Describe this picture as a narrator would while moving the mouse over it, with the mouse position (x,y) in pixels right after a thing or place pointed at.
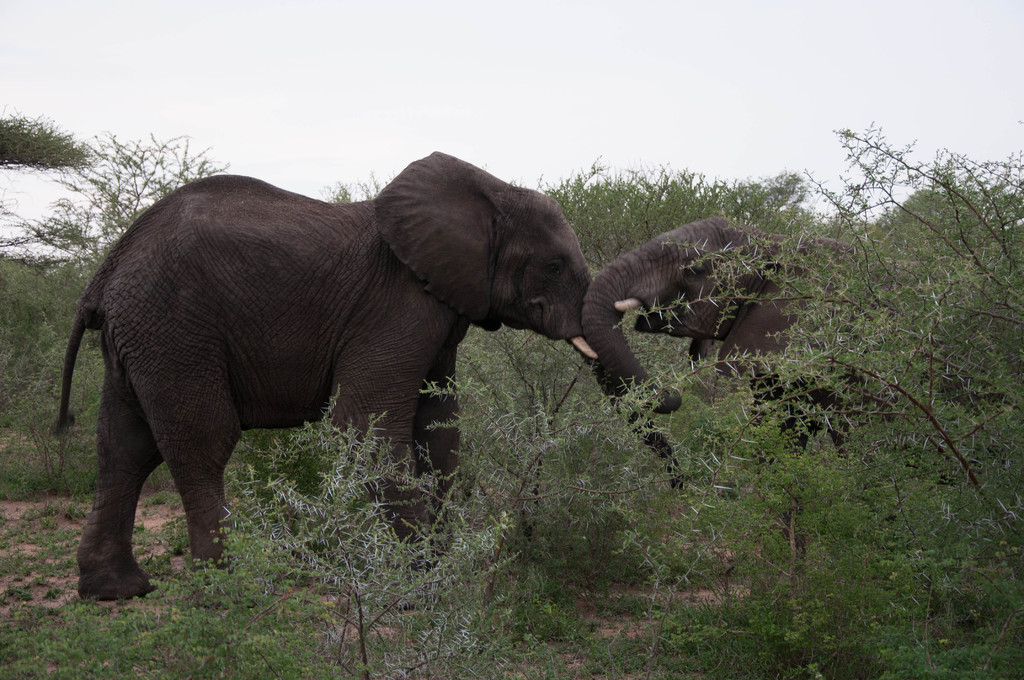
In this picture we can see the grass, two elephants (342,212) and trees (292,588). In the background (196,60) we can see the sky (585,139).
